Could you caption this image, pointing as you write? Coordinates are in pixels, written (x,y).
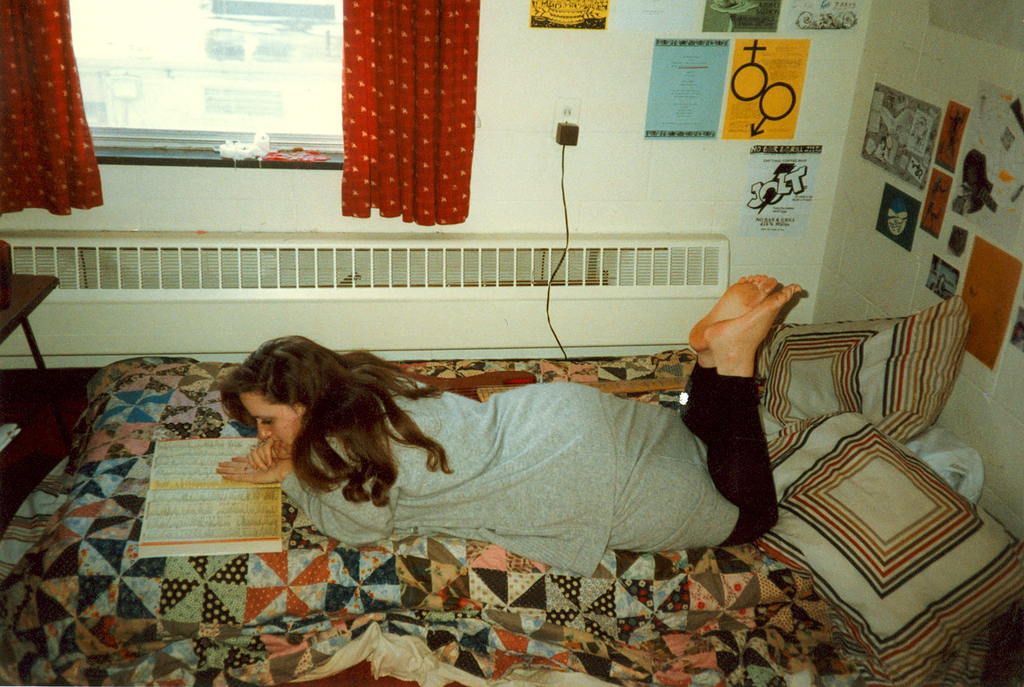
In this image I can see a woman (508,417) is lying on a bed (720,579). I can also see two pillows (874,457) on this bed (662,605). In the background (630,184) I can see few posters (797,27) on this wall (549,80).
